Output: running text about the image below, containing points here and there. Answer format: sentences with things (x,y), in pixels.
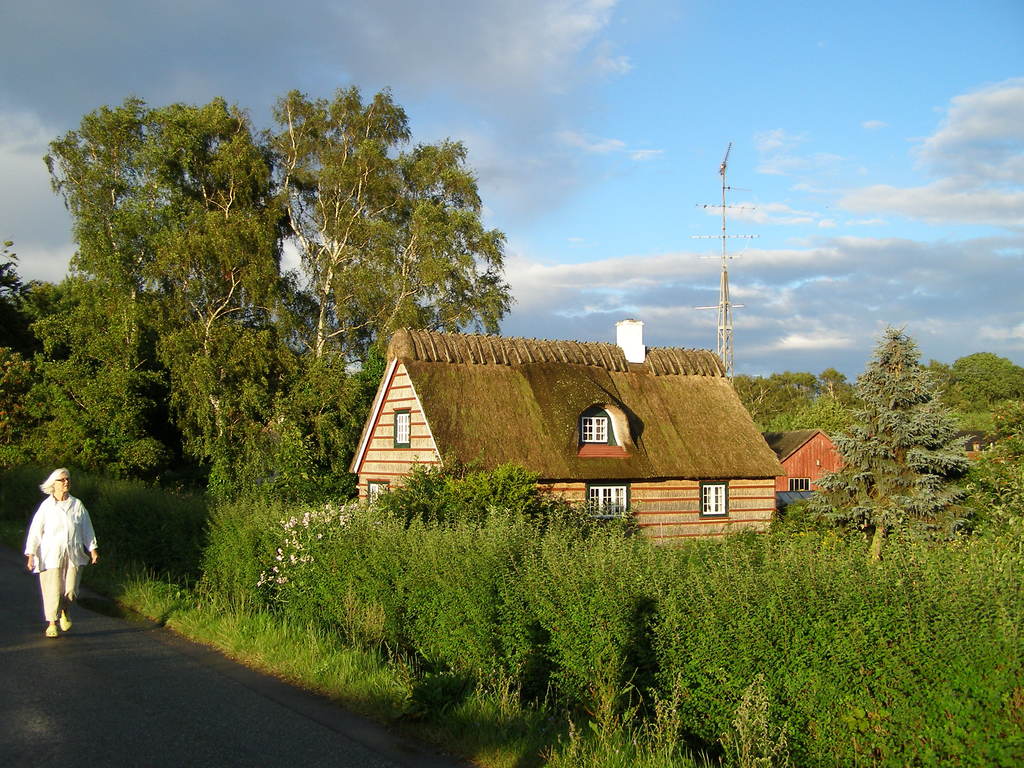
In this image I can see the road (146,674), a person (51,533) wearing white colored dress (52,523) is standing on the road (22,555), few plants (342,600) which are green in color, few flowers (269,559) which are white in color, few trees (894,450), a house (638,502), few windows (600,489) of the house (627,483). In the background (734,367) I can see a tower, another house (831,445) and the sky (706,186).
